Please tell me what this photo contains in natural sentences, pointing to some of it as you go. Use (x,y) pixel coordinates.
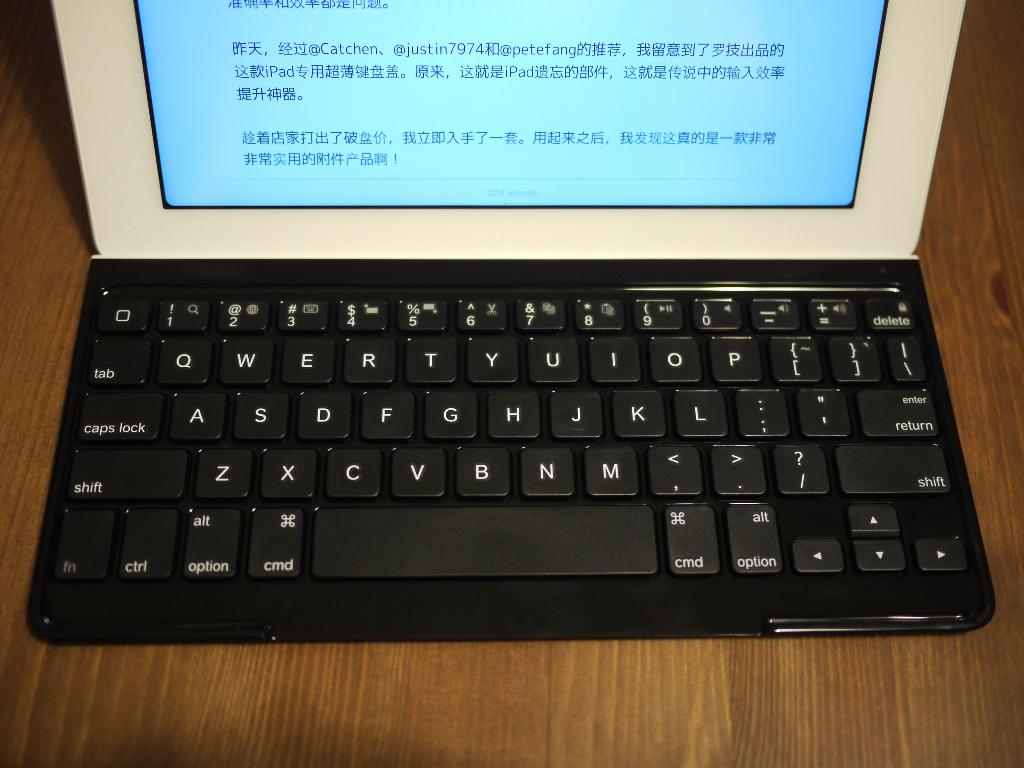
There is a tablet (202,200) in a keyboard case (133,326) on a wooden surface (947,307).
